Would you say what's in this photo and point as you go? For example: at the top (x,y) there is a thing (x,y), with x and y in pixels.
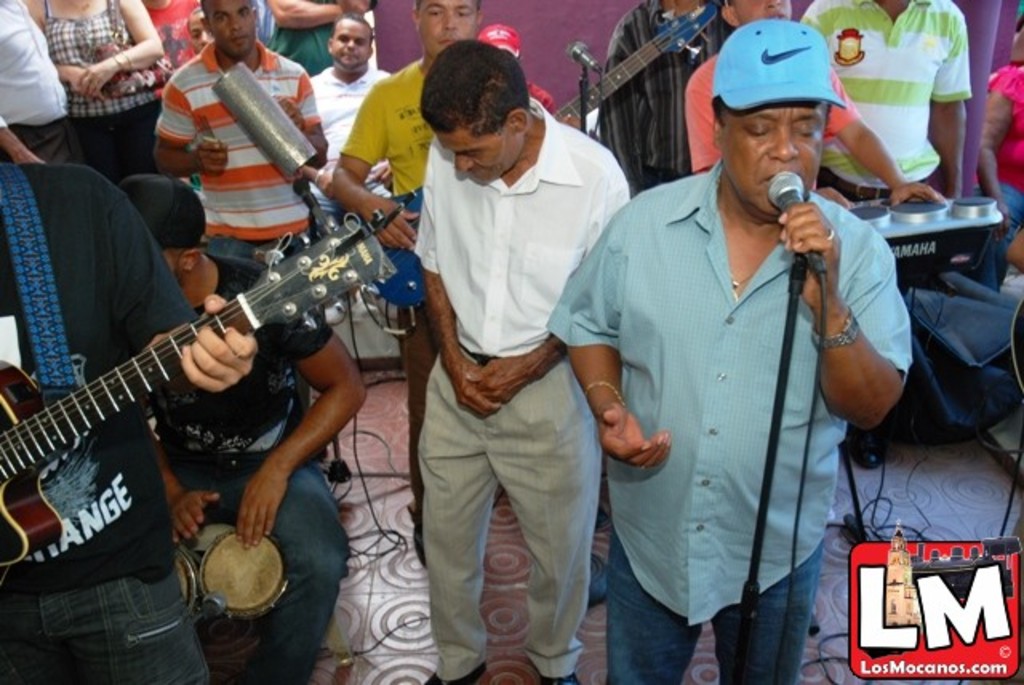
In this image I can see number of people (341,386) are standing where few of them are holding musical instruments (39,506). I can also see he is holding a mic (782,199) and wearing a cap (799,76). In the background (357,43) I can see few people (313,114) are standing.
